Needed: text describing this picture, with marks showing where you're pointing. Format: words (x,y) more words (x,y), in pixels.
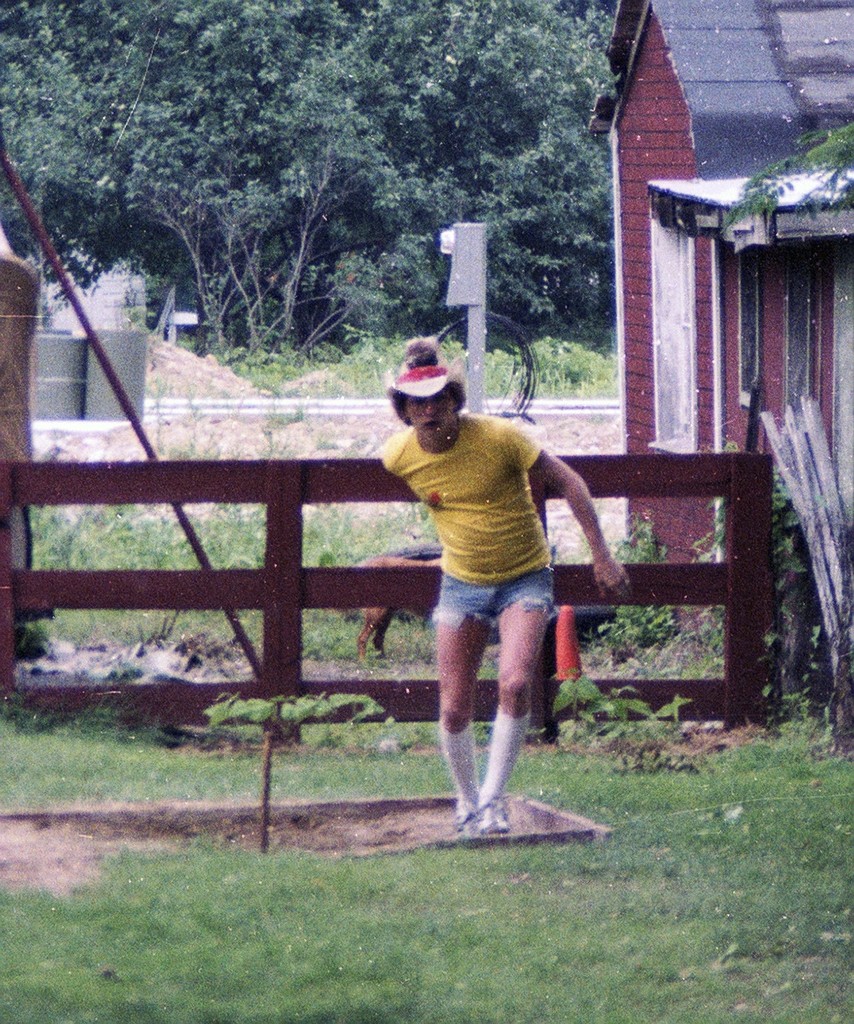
In this picture I can see the grass (288,786) in front (768,971) and I can see a man (463,667) standing. In the middle of this picture (358,472) I can see the wooden fencing (117,573), few plants (652,630) and a house (640,414). In the background (403,228) I can see the trees (228,131).
